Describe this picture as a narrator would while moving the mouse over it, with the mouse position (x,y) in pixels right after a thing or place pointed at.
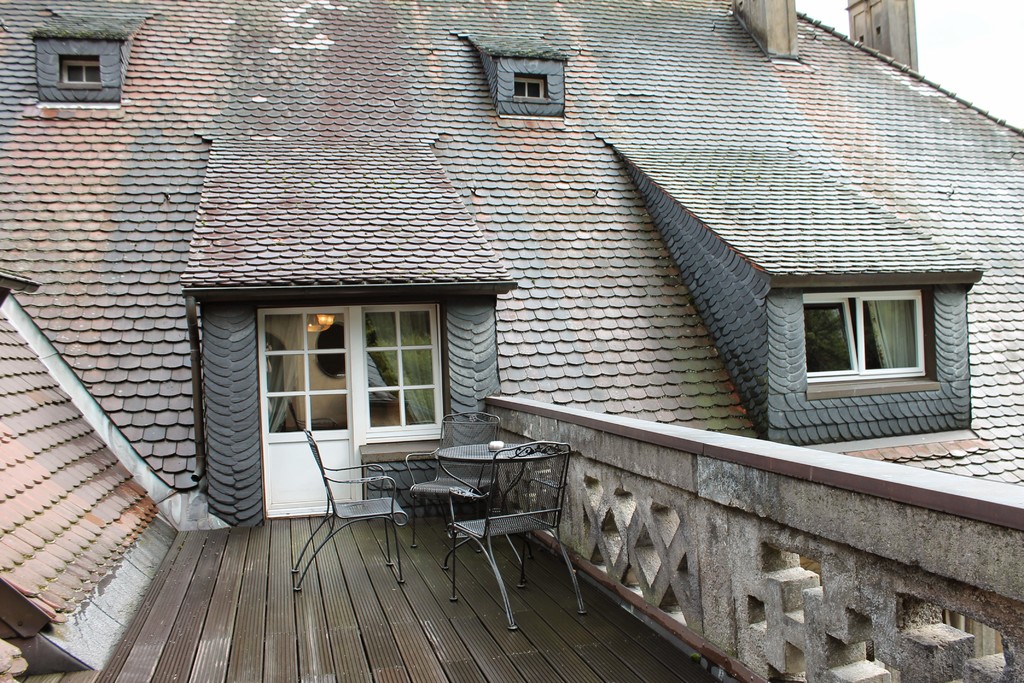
In this image there is a big building (251,321) with glass doors (270,440) and windows (382,423), also there are tables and chairs (524,456) at the balcony (652,578).
